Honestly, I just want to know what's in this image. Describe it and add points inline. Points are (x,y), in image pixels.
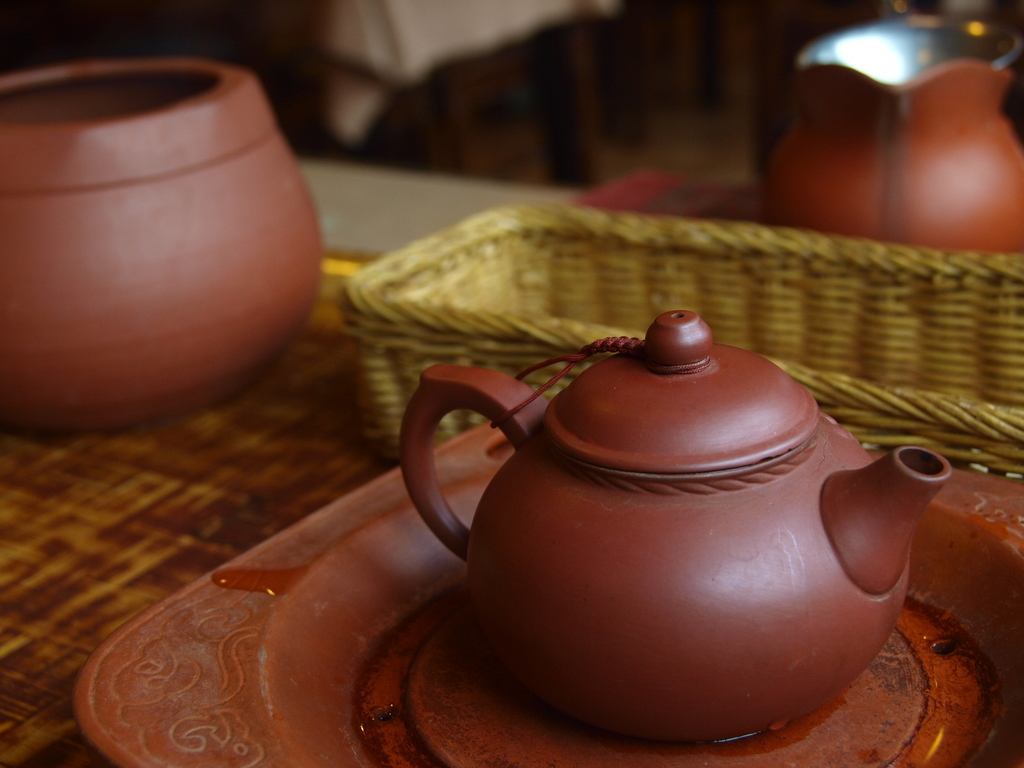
In this image in the foreground (301,368) there is one table (281,407), on the table (92,510) there are some pots (728,375) tray (402,536) and one basket (765,300). In the background (458,62) there are some other objects (622,96).
